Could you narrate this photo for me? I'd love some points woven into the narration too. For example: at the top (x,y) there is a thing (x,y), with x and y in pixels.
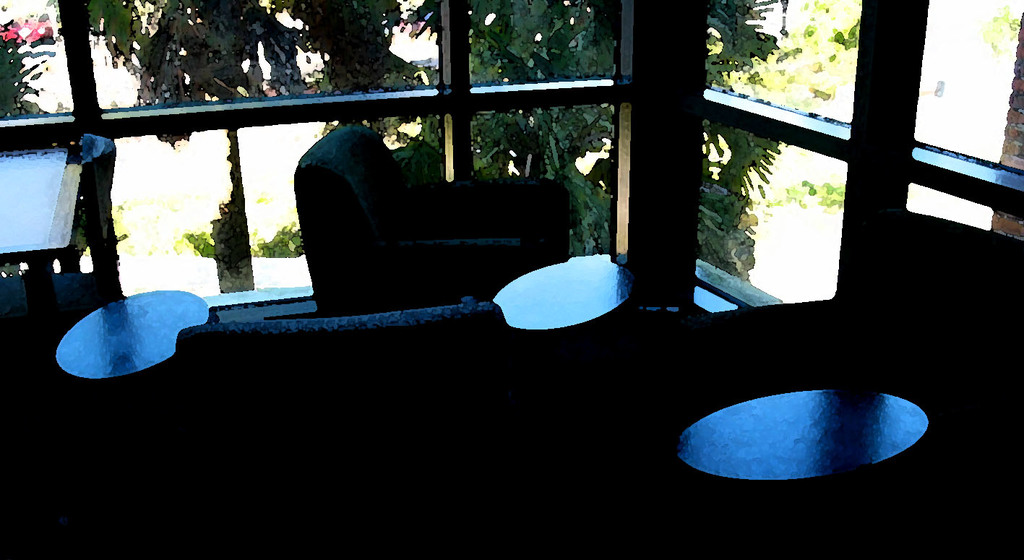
In the picture I can see the tables (567,291) and sofas (245,399) on the floor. In the background (254,302), I can see the glass windows (541,66) and trees (573,40).
